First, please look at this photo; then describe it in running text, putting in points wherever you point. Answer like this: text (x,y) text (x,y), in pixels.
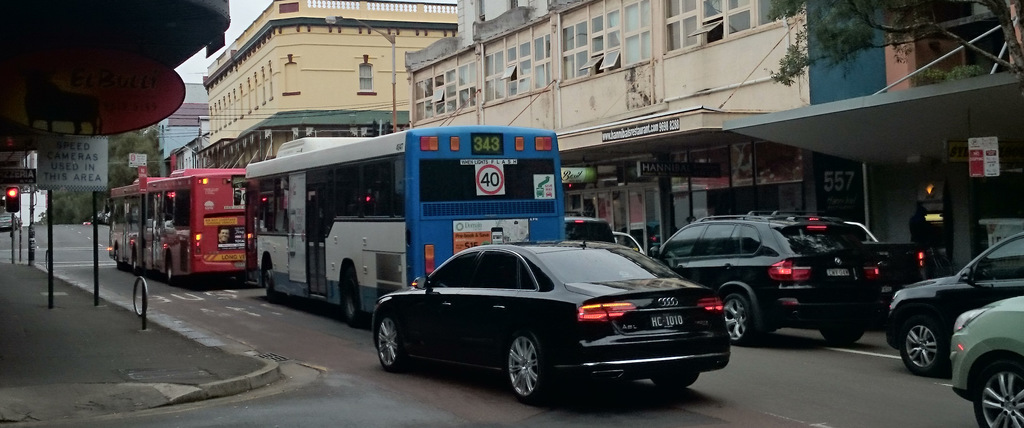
Here a black color car (579,369) is moving on the road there are two buses (267,184) that are moving in front of this. In the right side (743,69) there are buildings (286,14).
